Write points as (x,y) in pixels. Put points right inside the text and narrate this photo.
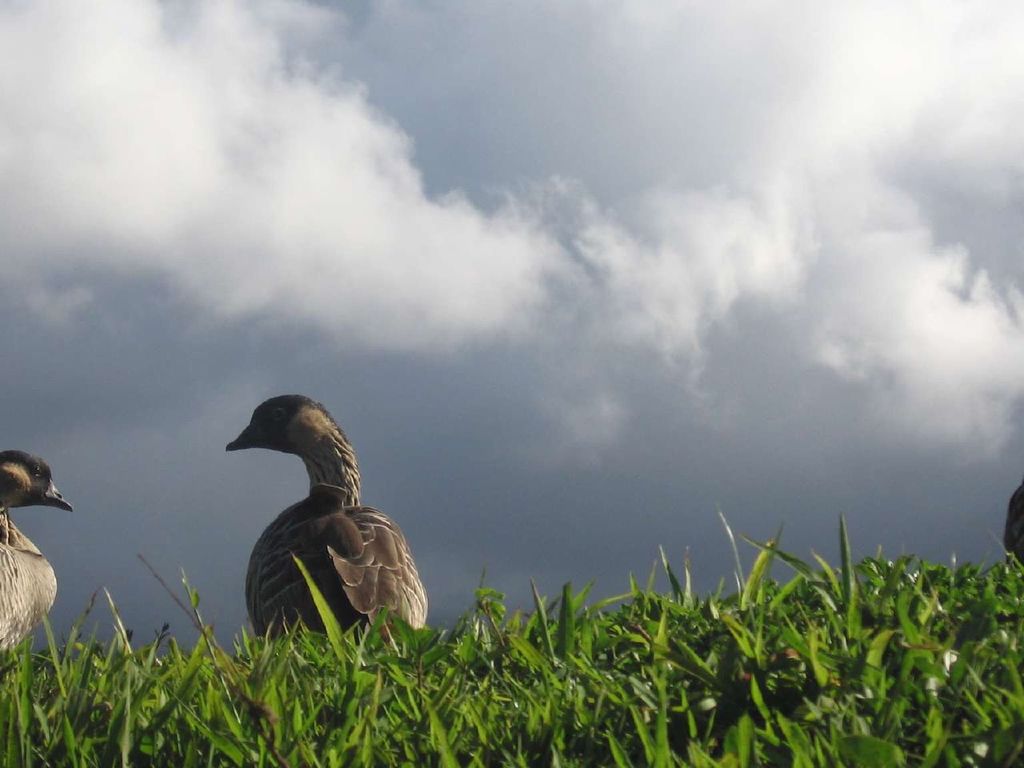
In this image I can see grass (738,754) and two birds (280,443) in the front (406,705). In the background (796,318) I can see clouds (840,238) and the sky (885,481). I can also see a black colour thing (1023,481) on the right side of the image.
